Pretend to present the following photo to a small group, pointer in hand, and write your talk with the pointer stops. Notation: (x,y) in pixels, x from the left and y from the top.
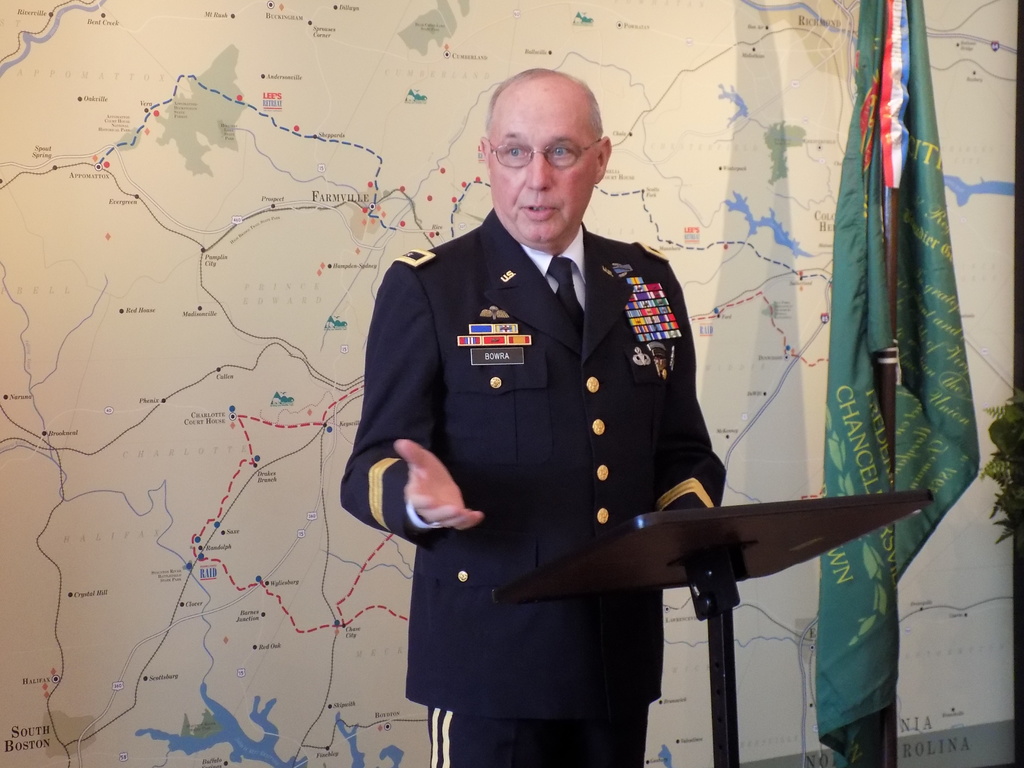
In the center of the image (522,286) there is a person (497,475) standing at the lectern (655,562). In the background (792,211) there is a map (705,66) and flag (866,198).
